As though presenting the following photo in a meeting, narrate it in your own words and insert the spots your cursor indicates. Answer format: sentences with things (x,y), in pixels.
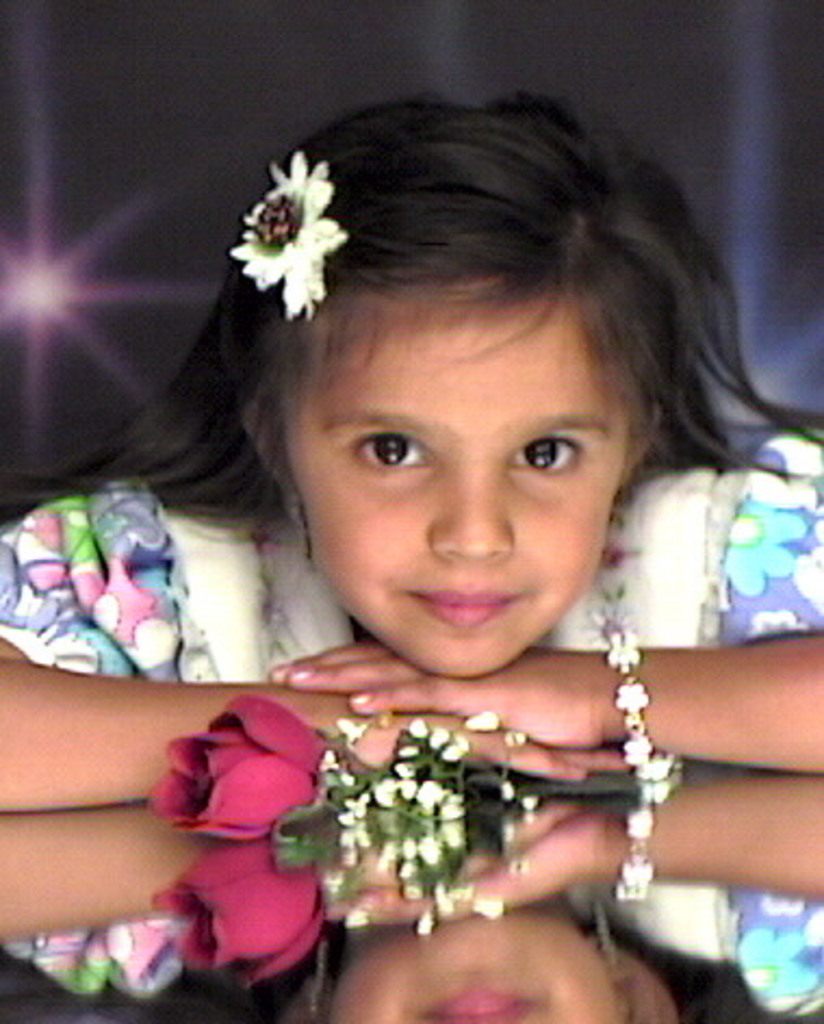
In this picture, we see the girl (326,596) in white, pink and blue dress (236,604) is smiling. She might be posing for the photo. In front of her, we see a glass table (516,955) on which a rose flower (260,785) is placed. She is putting her hands (482,691) on the table (582,806) and her chin (456,631) on her hands (416,711). We see a flower (319,183) on her head (238,263). In the background (251,95), it is black in color and we see the lights (774,357).
